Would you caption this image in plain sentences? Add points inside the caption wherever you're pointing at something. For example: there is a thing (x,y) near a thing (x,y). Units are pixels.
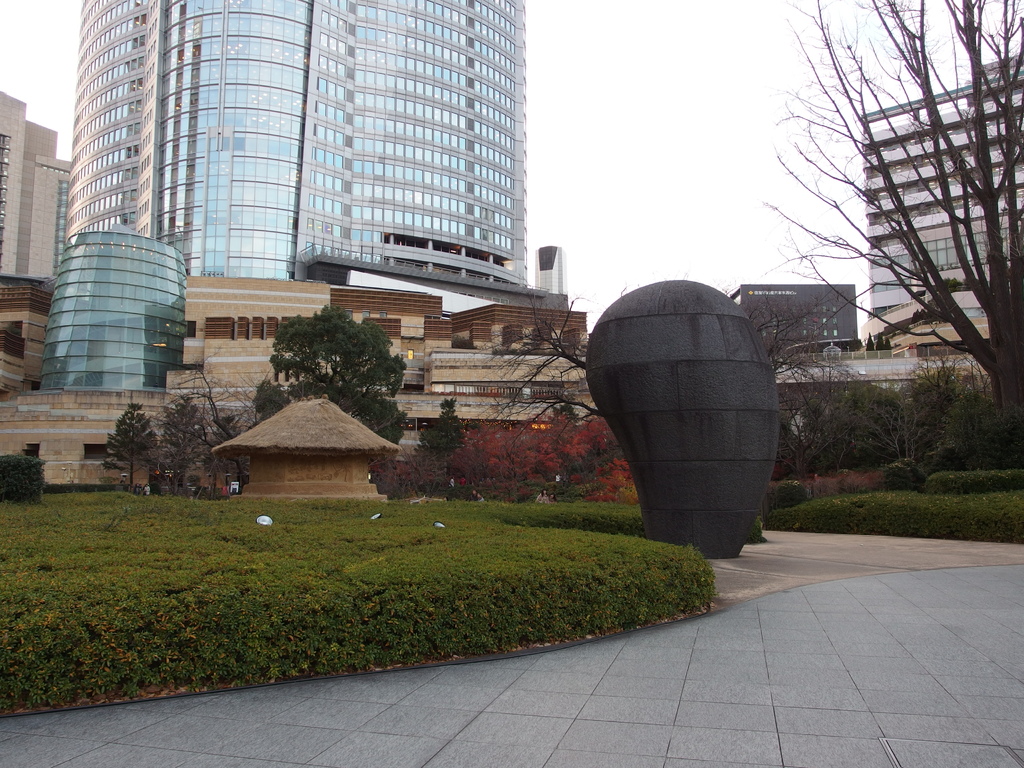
In this picture I can see the skyscraper (371,135) and buildings (908,324). In the centre (347,375) I can see some trees (314,378), plants (365,642), grass (345,559), hut (333,454) and other objects (624,374). In the top right (706,166) I can see the sky (661,65) and clouds (661,108).
